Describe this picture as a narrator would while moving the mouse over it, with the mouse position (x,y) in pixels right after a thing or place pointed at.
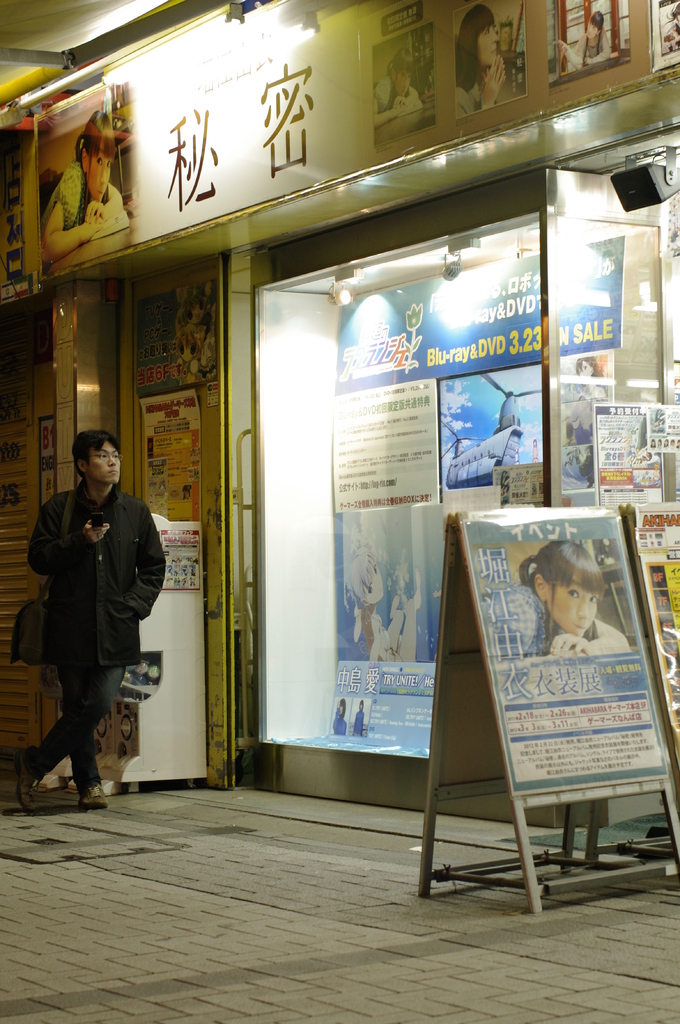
In this image there is a man (106,525) standing, he is holding a mobile phone (96,519), he is wearing a bag (30,644), there are boards (461,682), there is text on the boards (345,365), there are shops (329,400), there are lights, there are papers (614,444), there is text (622,426) on the papers (642,461).
